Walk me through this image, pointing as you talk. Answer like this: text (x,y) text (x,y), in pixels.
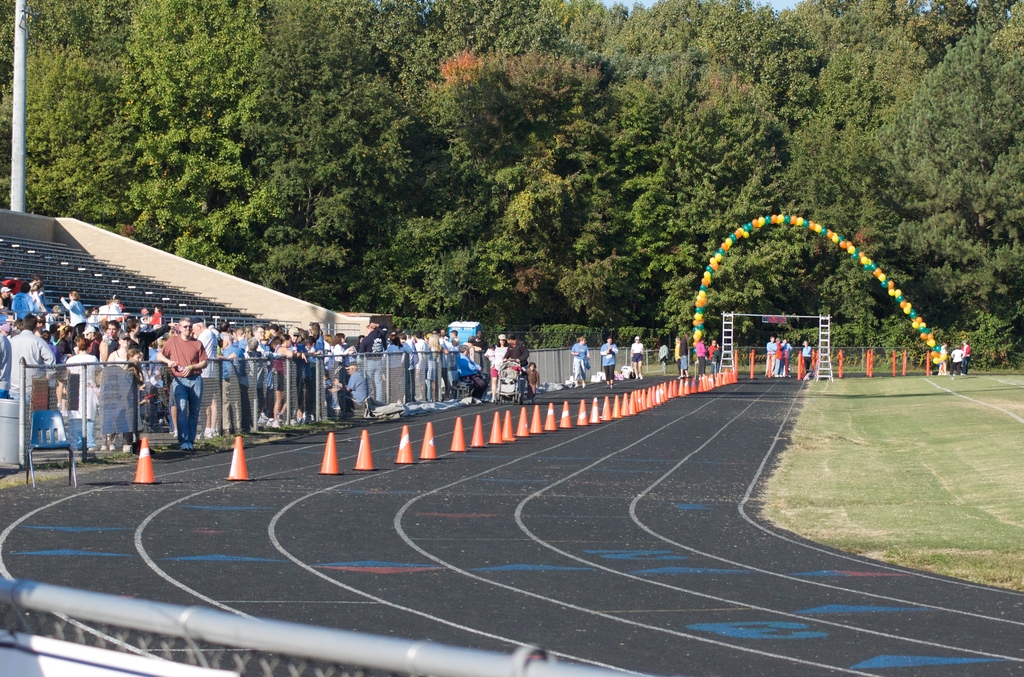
In this image there are group of people (109,434) standing, chairs (38,413), iron rods (135,438), cone bar barricades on the road (495,446), balloons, and in the background (881,331) there are trees (547,298).
